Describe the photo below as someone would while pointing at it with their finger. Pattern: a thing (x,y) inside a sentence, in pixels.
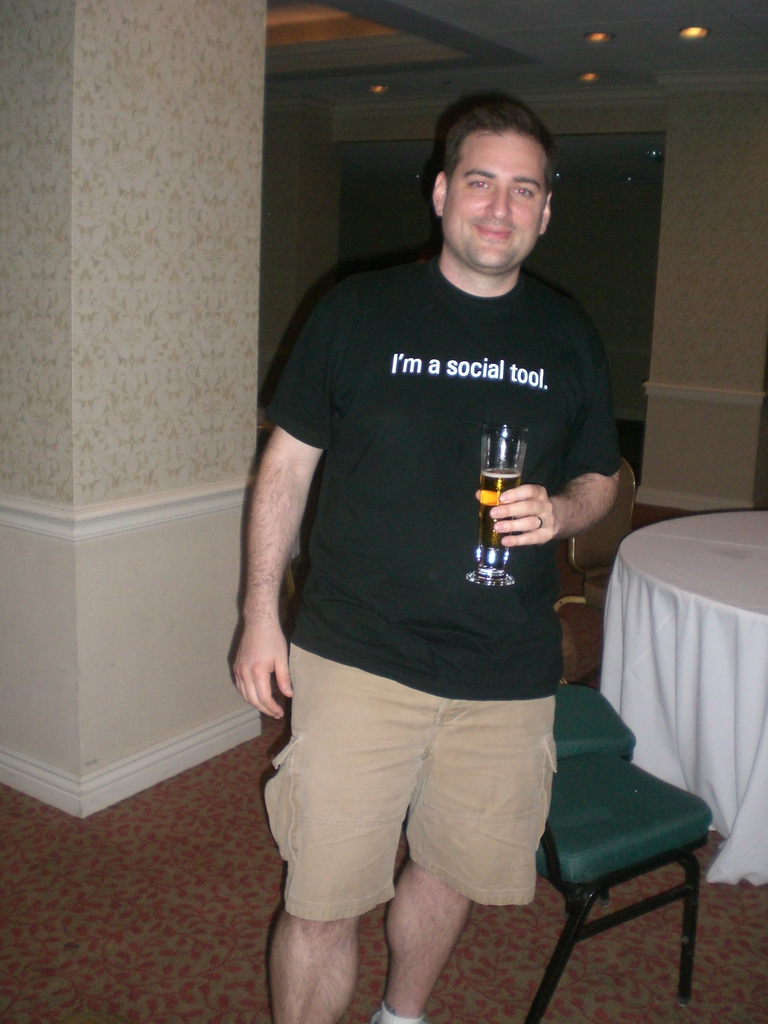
This is a picture taken in a room (638,36), the man (391,482) in black t shirt (426,485) was holding a glass (499,479). Behind the man (401,582) there are green chairs (591,743) and a table (658,646) and the table (687,605) is covered with a white cloth (666,652) and pillar (163,282) and a wall (685,268). There is a ceiling lights (694,35) on the top (706,35).
